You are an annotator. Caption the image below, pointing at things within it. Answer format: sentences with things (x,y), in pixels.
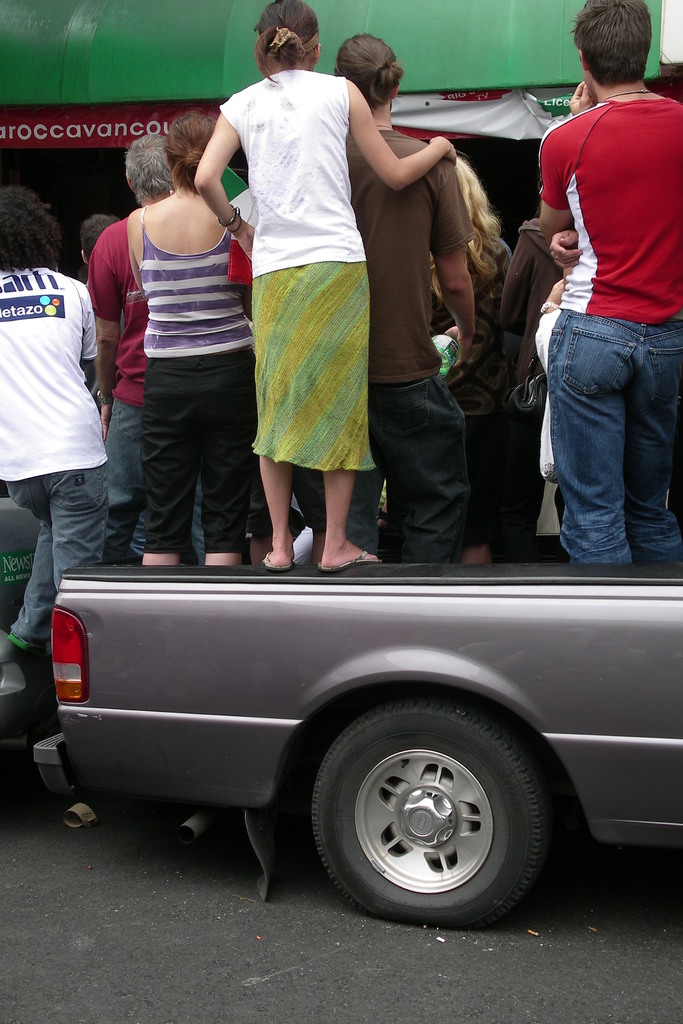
In this image we can see some group of persons (336,433) standing and some are standing on the vehicle (427,683) which is of grey color and at the background of the image (230,62) there is green color shade (223,62).
